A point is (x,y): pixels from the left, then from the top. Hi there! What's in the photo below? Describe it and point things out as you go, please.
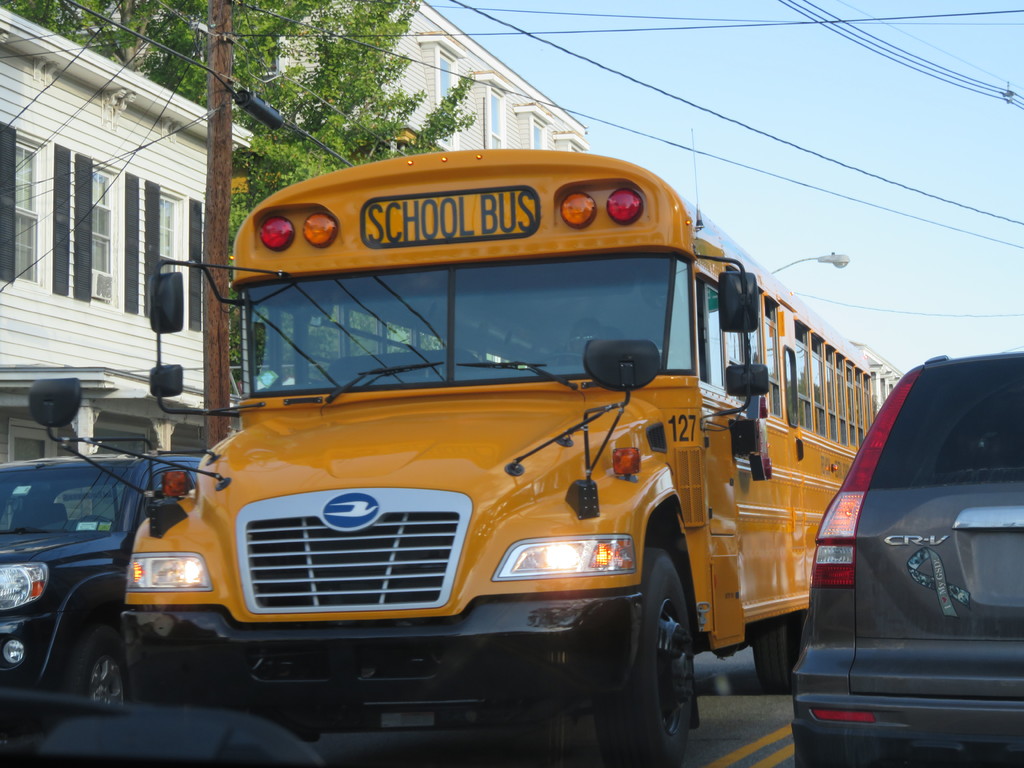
In this picture we can see some vehicles (415,669) on the road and behind the vehicles (308,712) there is an electric pole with cables (184,59) and another pole (818,259) with a light (830,263). Behind the pole (228,141) there is a tree (289,91), buildings (244,138) and a sky (822,276).
